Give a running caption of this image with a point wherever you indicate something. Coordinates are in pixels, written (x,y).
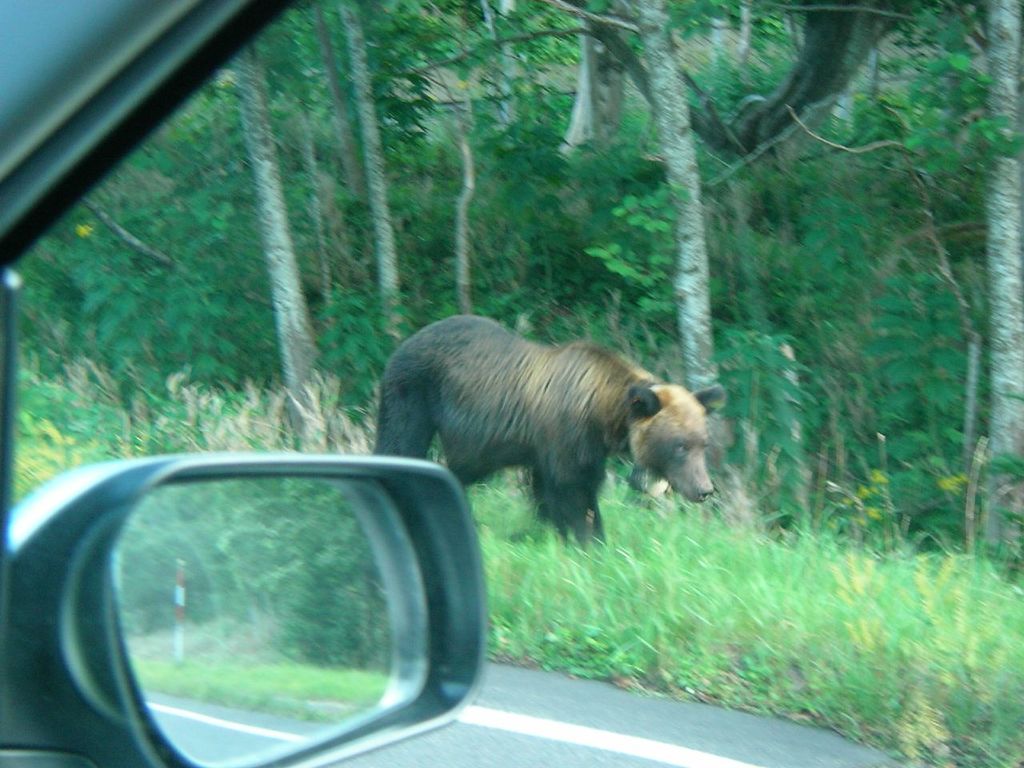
In this image I can see the vehicle (295,737) on the road (581,703). To the side of the vehicle (14,356) I can see an animal (520,411) which is in brown and black color. It is on the grass (536,557). To the side of an animal (590,400) I can see many trees (652,260).
